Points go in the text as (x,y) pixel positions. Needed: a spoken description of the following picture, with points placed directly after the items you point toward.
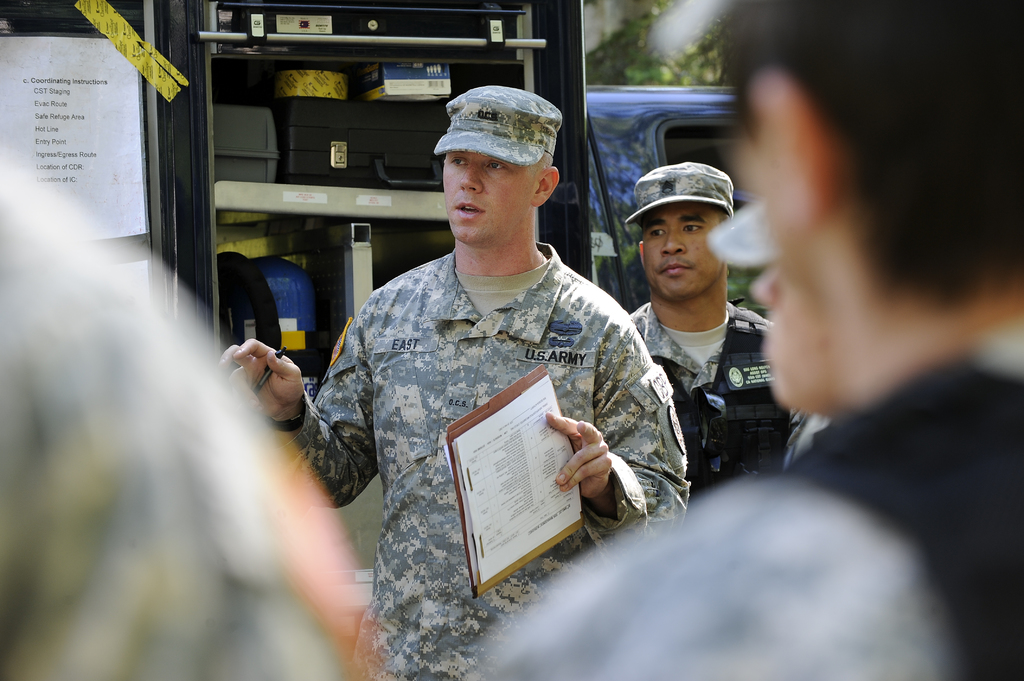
In this image there is an army personnel (480,390) holding papers (494,428) and a pen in his hand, behind him there is another army personnel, in front of him there are a few other army personnel's (194,450), behind him there is a truck (158,136) with some objects (343,140) in it.
